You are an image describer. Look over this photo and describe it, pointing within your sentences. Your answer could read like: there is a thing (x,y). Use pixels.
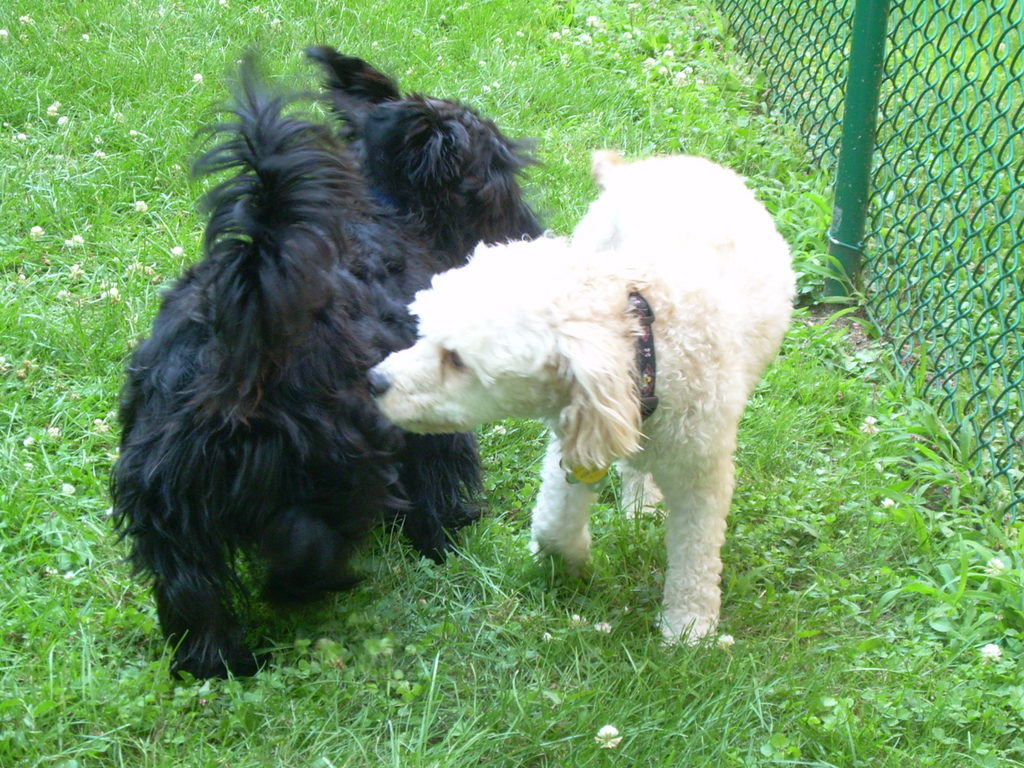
In this image I can see two dogs (598,364) in white and black color. In the background (779,111) I can see the railing (954,104) and the grass (587,56) is in green color.
